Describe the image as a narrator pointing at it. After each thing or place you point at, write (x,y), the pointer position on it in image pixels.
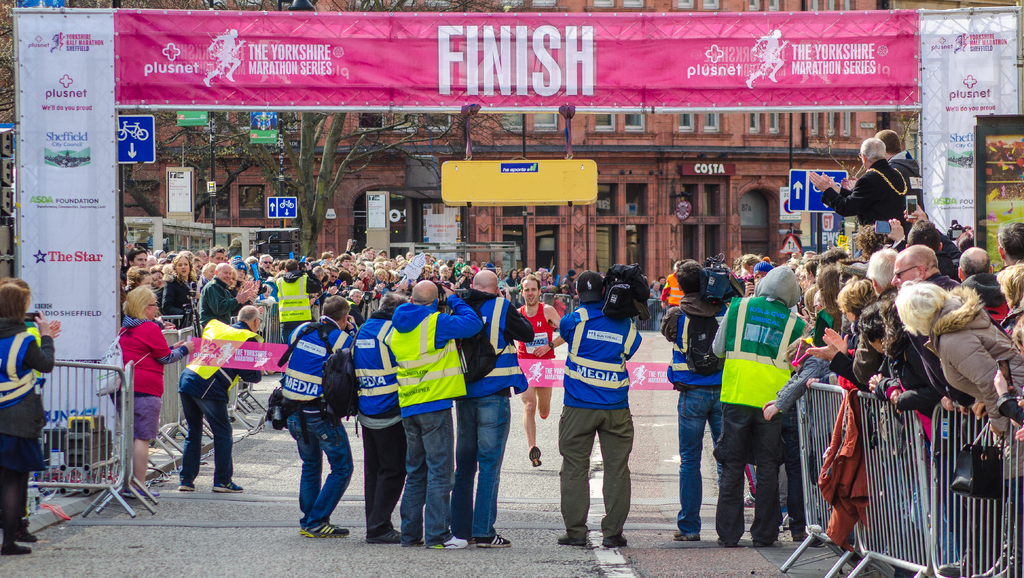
In this picture we can see some people (514,365) are standing, there is an arch (234,67) in the front (53,238), on the right side (932,572) and left side (126,447) there are barricades (929,472), we can see a person (536,317) is running in the middle (546,338), in the background (599,233) there is a building (545,142), a tree (361,136) and some boards (287,207), we can see some text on this arch (51,127).
